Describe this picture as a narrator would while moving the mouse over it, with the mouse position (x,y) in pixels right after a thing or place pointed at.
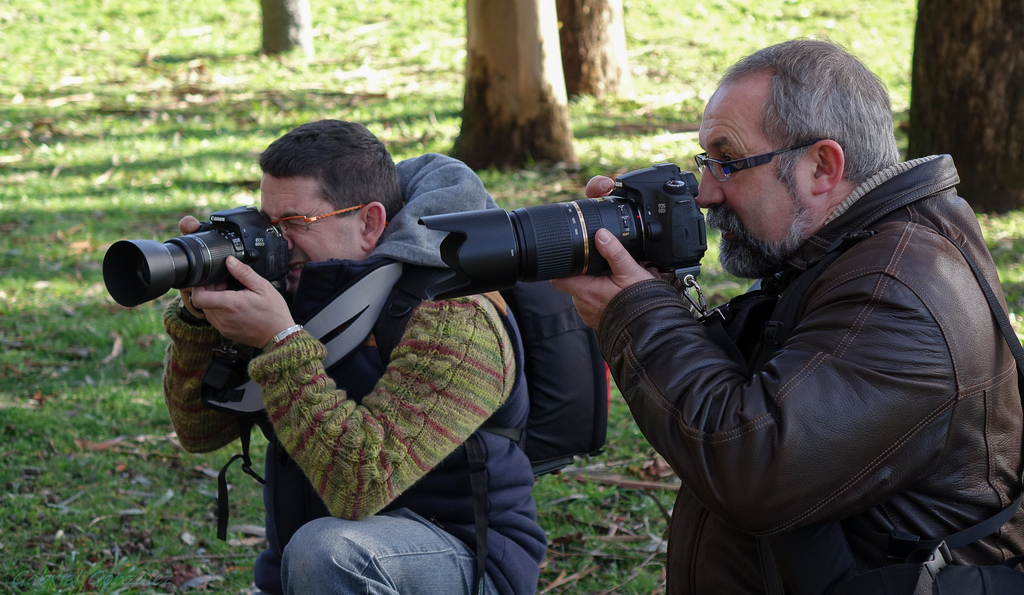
Land (49,140) is covered with grass (75,385). These two people (381,392) are holding cameras (588,218) and wore jackets (514,392).
